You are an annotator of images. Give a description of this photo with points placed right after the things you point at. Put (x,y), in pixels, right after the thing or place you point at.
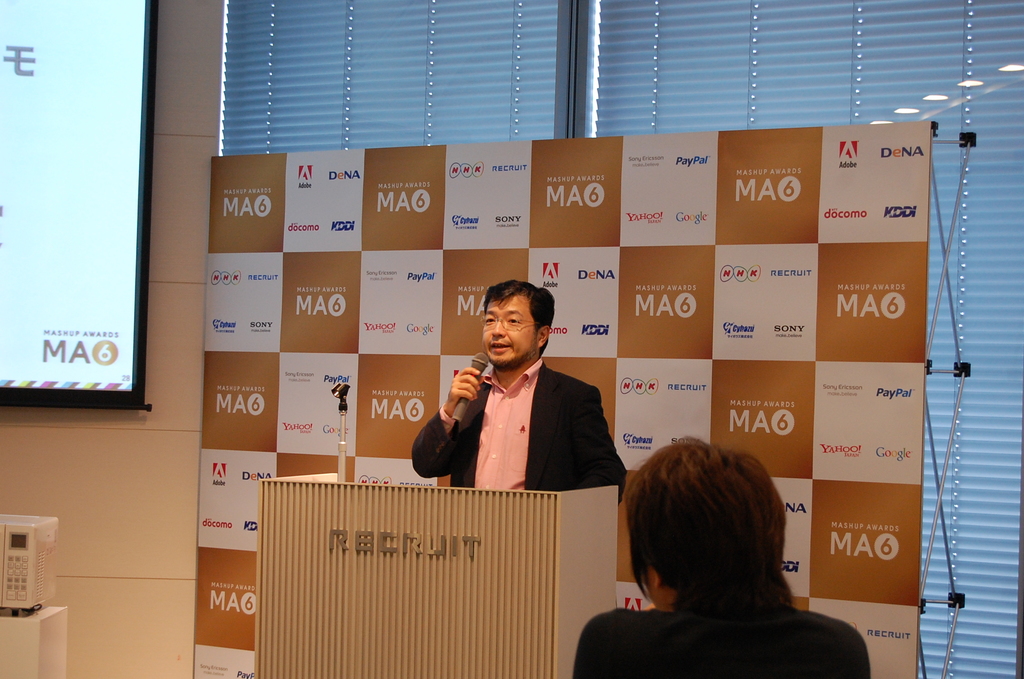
In this picture we can see few people (553,392), in the middle of the given image we can see a man (556,390), he is talking with the help of microphone (486,364) and he is standing in front of the podium (402,546), in the background (379,467) we can see a hoarding (352,473), window blinds (494,112) and a projector screen (37,270).
